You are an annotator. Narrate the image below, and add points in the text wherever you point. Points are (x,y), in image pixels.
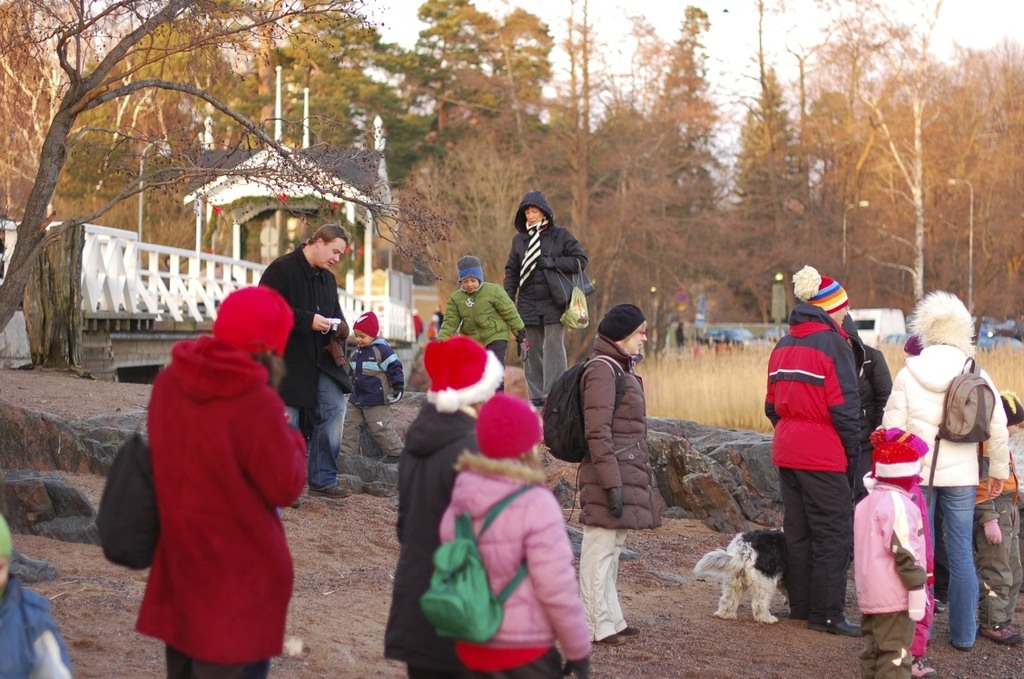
In this image, we can see people (517,488) wearing coats (428,536) and there is a dog (761,570), at the bottom (758,591). In the background (503,227), there are trees (162,210) and there is a bridge (233,260).
